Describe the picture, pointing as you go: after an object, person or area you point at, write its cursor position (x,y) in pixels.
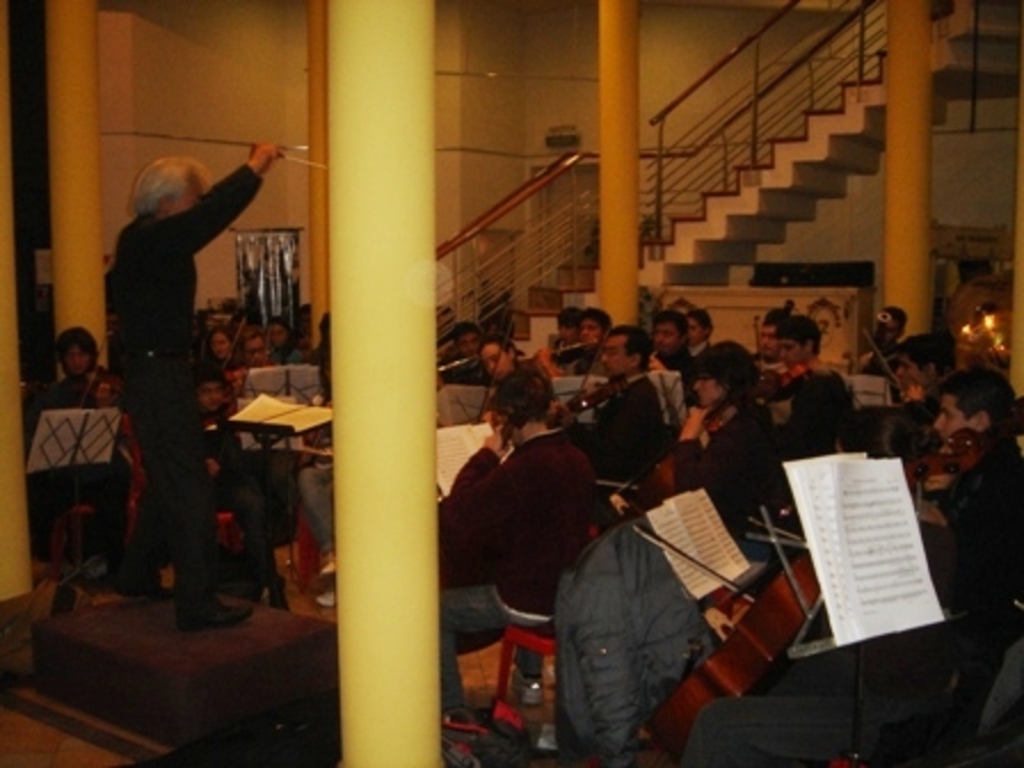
In this image we can see pillars (413,137), stairs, chairs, persons (481,462), books (728,541). In the background (474,96) there is wall (437,85).
